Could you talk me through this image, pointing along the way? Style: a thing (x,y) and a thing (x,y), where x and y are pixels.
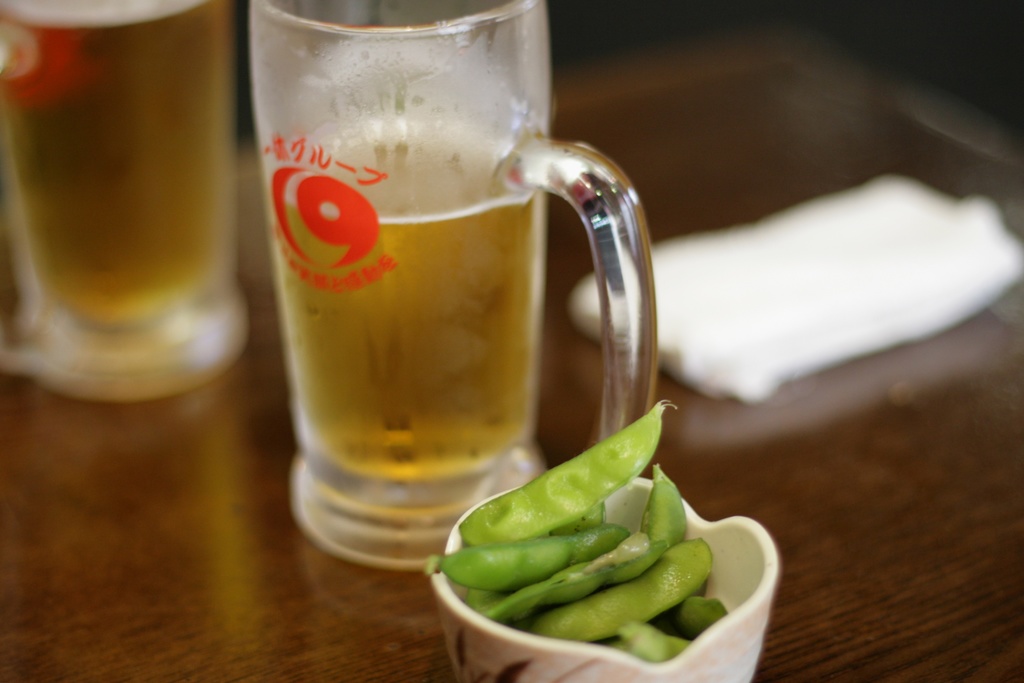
In this picture there are two glasses of beer (335,287), a cup (621,494), cloth (845,253), beans (637,558) placed on a table (738,402).
